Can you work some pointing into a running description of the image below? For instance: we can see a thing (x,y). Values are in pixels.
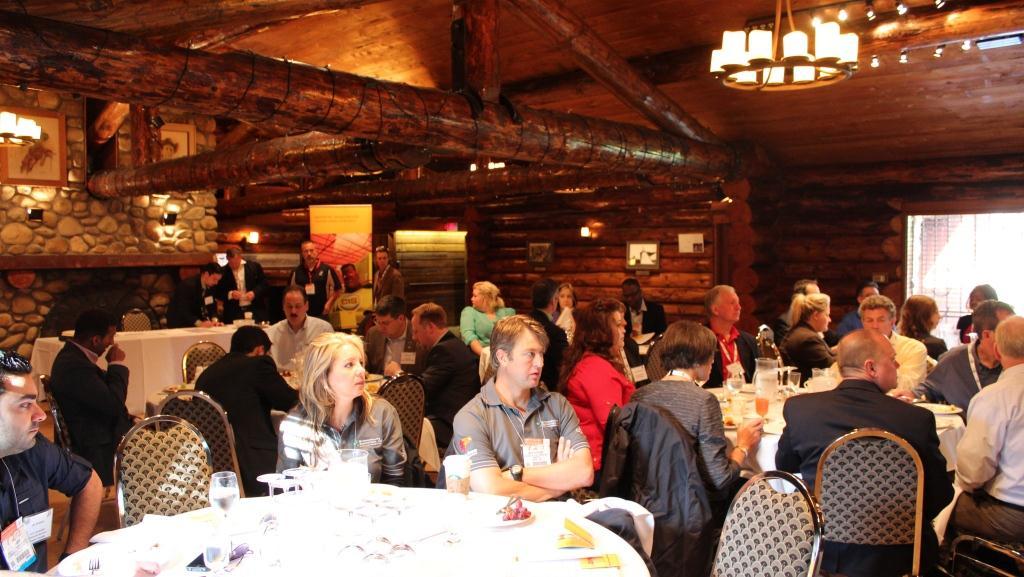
In this picture we can see all the persons (537,415) sitting in front of a table (545,526) and on the table (487,494) we can see water glasses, jars (771,377). On the background (847,286) we can see photo frames (651,263) over a wall (483,254) and few persons (326,285) standing wearing id cards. These are lights (852,55).
